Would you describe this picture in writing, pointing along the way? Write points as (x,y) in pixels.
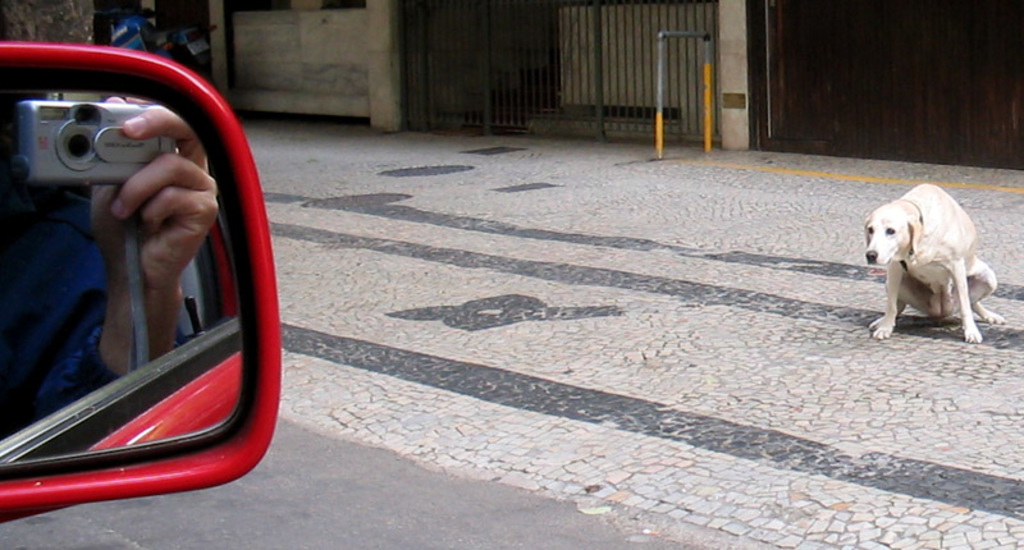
In this image, On the left (128,256), we can see a mirror (155,257) and through the mirror (154,212), there is a person (122,231) holding camera (94,178) and on the right (925,278), there is a dog (916,271). In the background (186,28), we can see a motorbike (198,35), poles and grills (670,53) and there is a wall (732,41). At the bottom (502,433), there is road (85,541).
